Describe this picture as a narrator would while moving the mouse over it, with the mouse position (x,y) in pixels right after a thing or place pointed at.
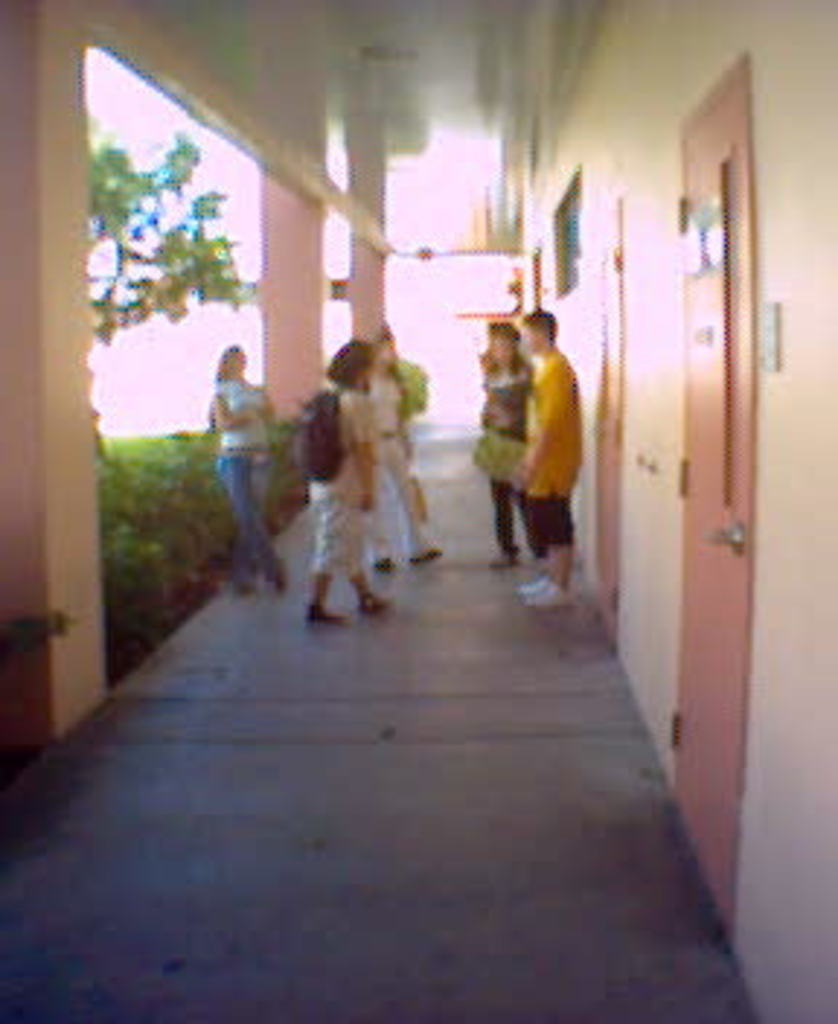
In the picture we can see a few people (250,489) are standing in the corridor (573,808) beside them, we can see the wall (806,456) with doors (705,467) and on the other side we can see the pillars (51,164) and the plants (142,489).
